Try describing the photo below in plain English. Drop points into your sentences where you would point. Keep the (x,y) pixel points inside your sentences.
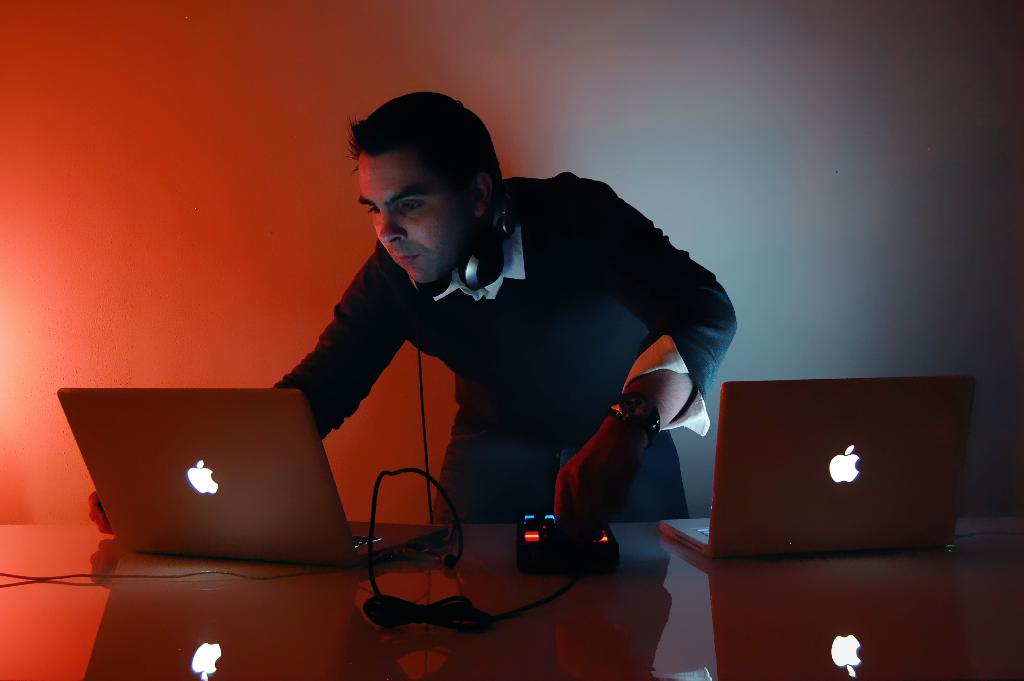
Here we see a man (720,321) operating laptop (308,416) on a table (51,594) we see other laptop (916,550) on the side.
